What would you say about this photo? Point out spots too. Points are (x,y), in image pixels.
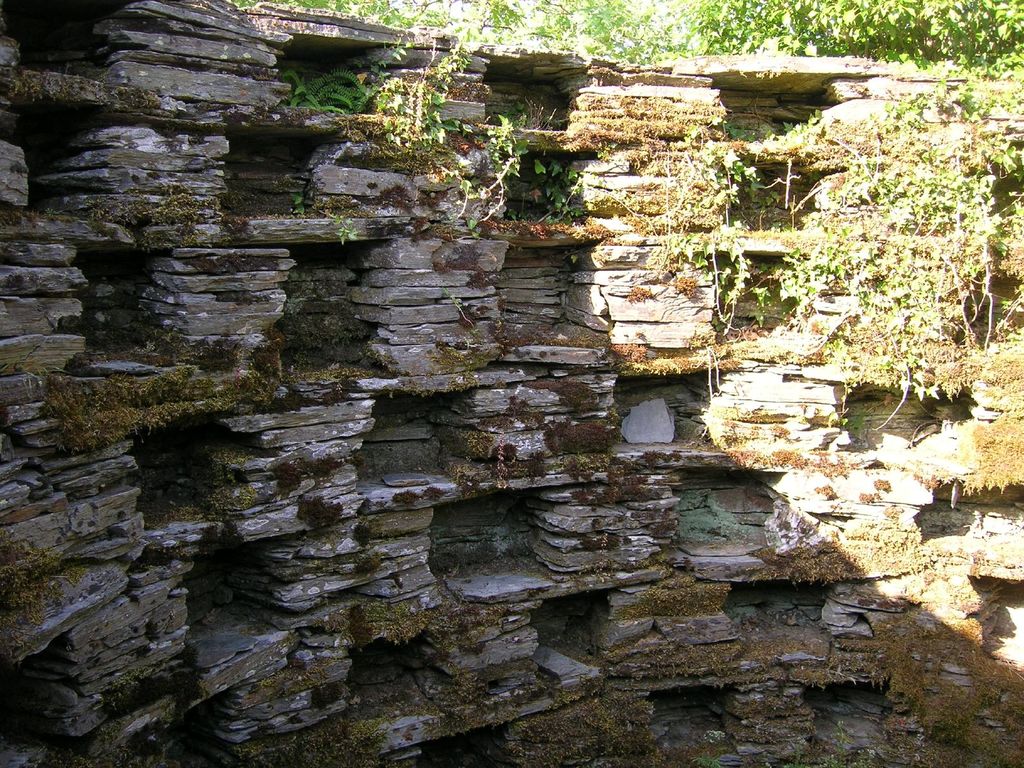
In this picture we can see a wall (289,148) made up of stones (867,92). At the top (788,18) we can see plants (929,17).
